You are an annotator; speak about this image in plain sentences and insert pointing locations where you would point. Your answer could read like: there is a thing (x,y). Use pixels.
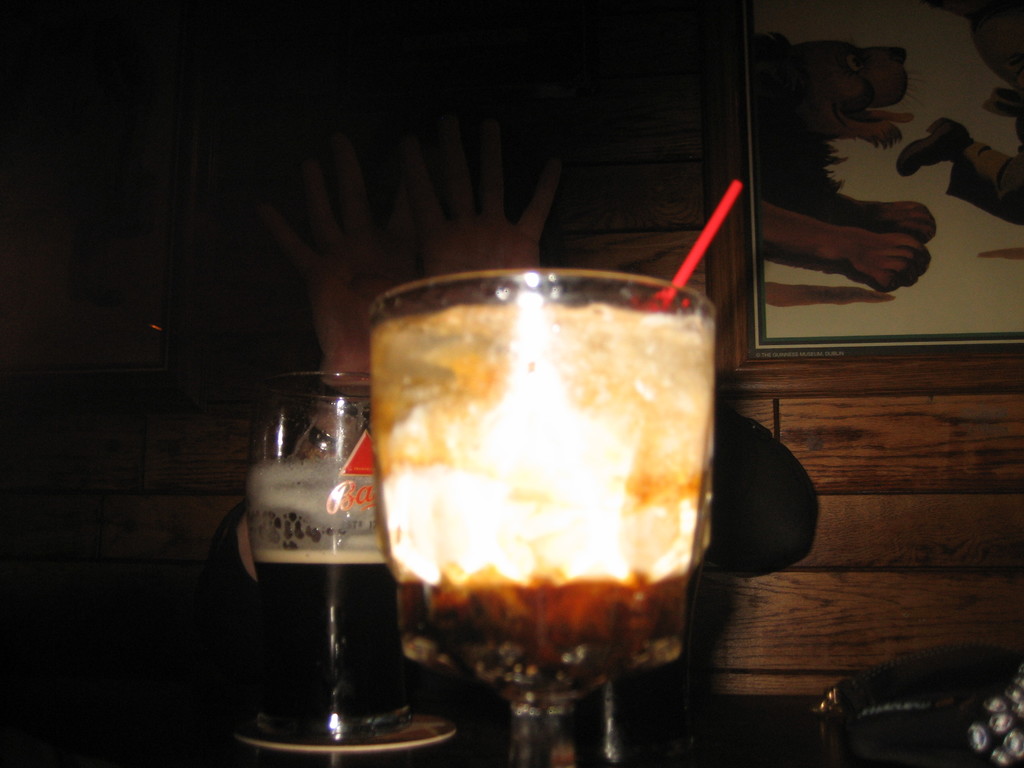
There are glasses (385,719) with drink (566,551) on a platform (204,758). Here we can see hands (449,150) of a person (334,302). There is a dark background (872,628) and we can see wall (842,542), and frames (936,225).
